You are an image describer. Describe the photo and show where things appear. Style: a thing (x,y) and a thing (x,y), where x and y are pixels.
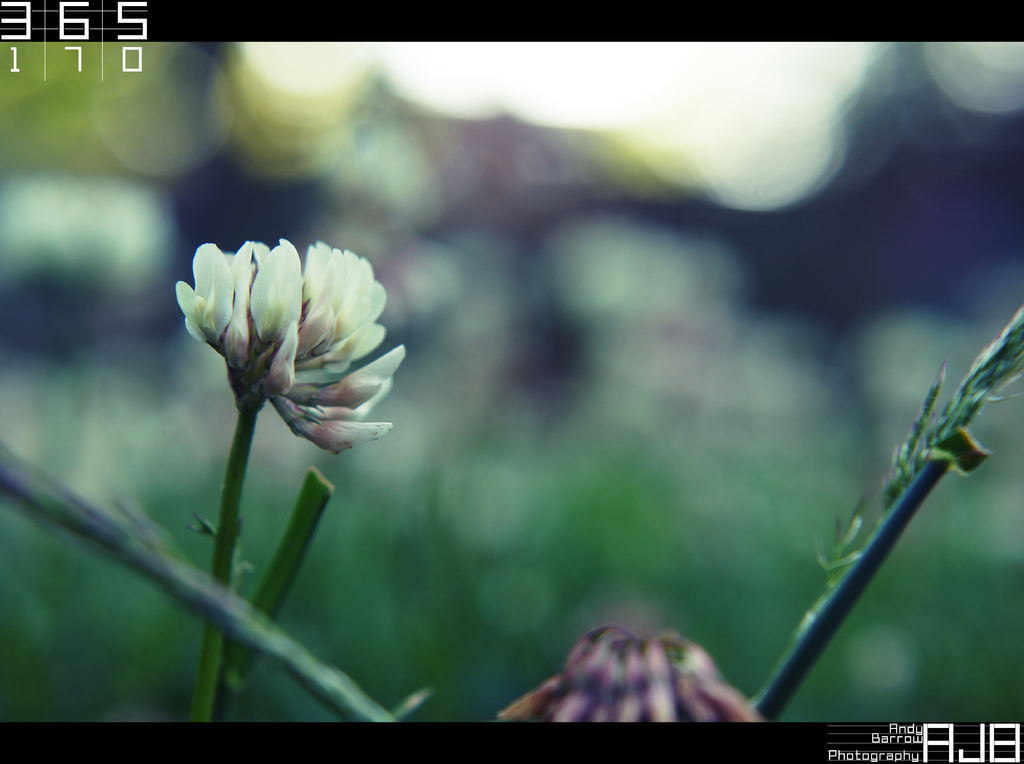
In this image there is a flower (299,321) and we can see stems (958,442).
